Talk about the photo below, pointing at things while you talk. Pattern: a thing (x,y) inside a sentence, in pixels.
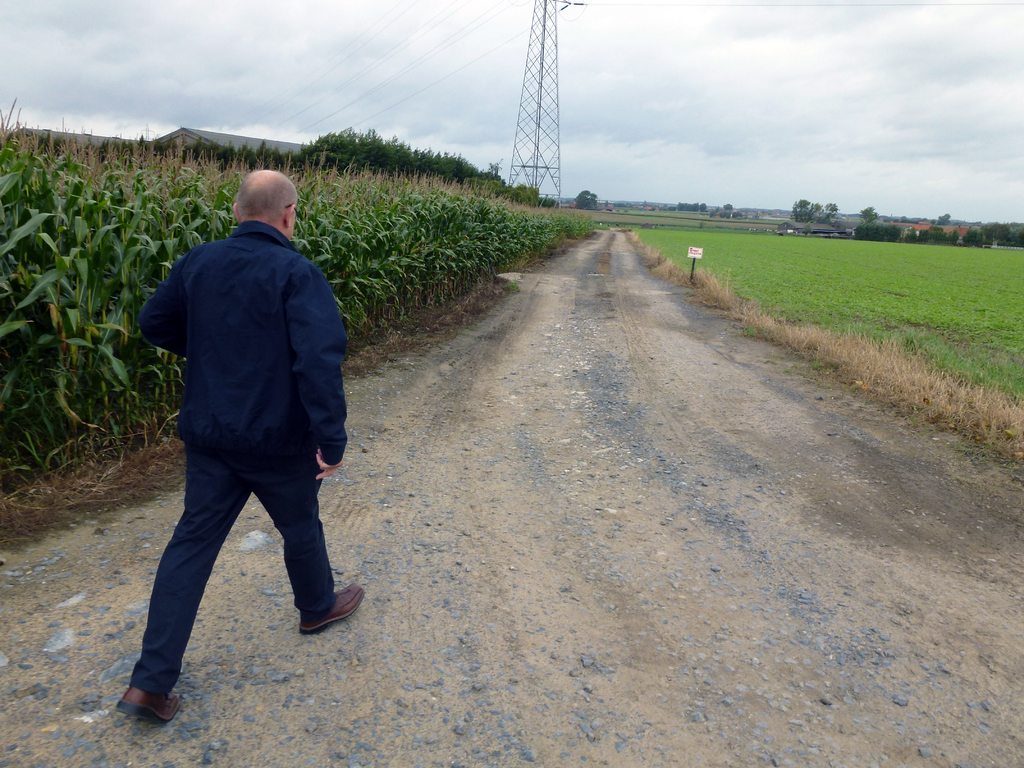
This image is taken outdoors. At the top of the image (170,82) there is a sky (305,76) with clouds (775,102). At the bottom of the image (543,615) there is a road (528,317). On the left side of the image (193,209) there is a corn field (66,264) on the ground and a man (198,425) is walking on the road (276,606). In the background (923,237) there are many trees (989,236) and plants (398,172). There is a tower (555,83) and a house (208,136). On the right side of the image (861,284) there is a ground (834,274) with grass (904,296) on it.
